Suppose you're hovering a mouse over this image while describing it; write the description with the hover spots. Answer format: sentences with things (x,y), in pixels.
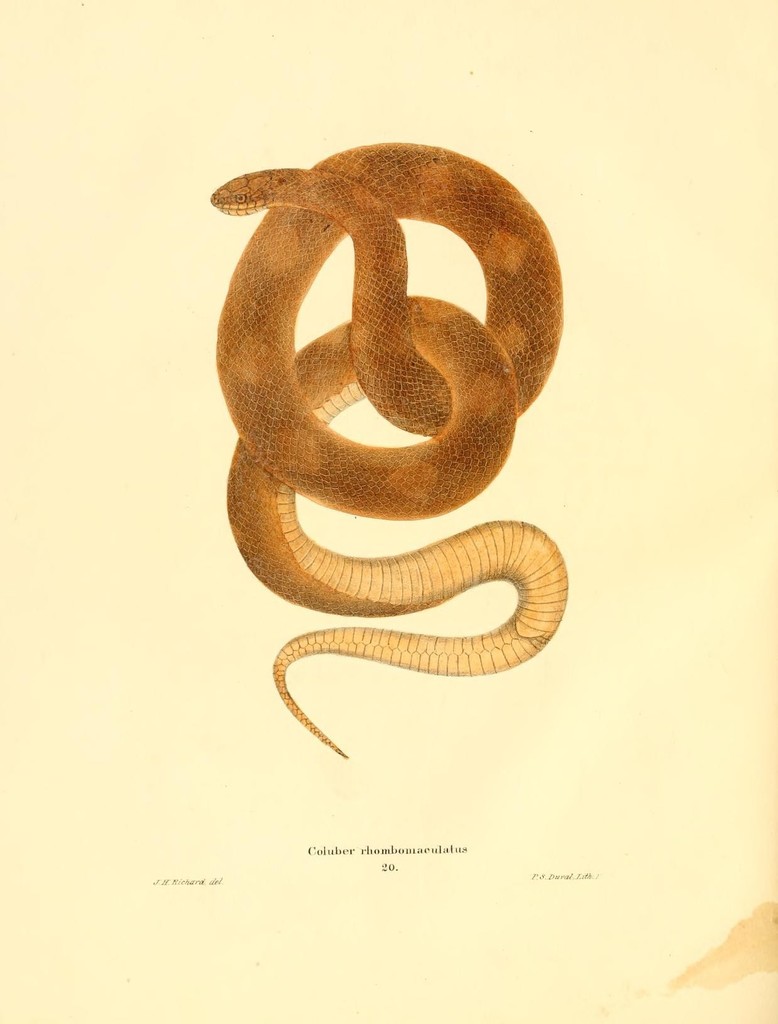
In the image in the center (371,467) we can see paper (523,983). On paper (569,921), we can see snake drawing (420,502), which is in brown color. And we can see something written on paper (433,809).
